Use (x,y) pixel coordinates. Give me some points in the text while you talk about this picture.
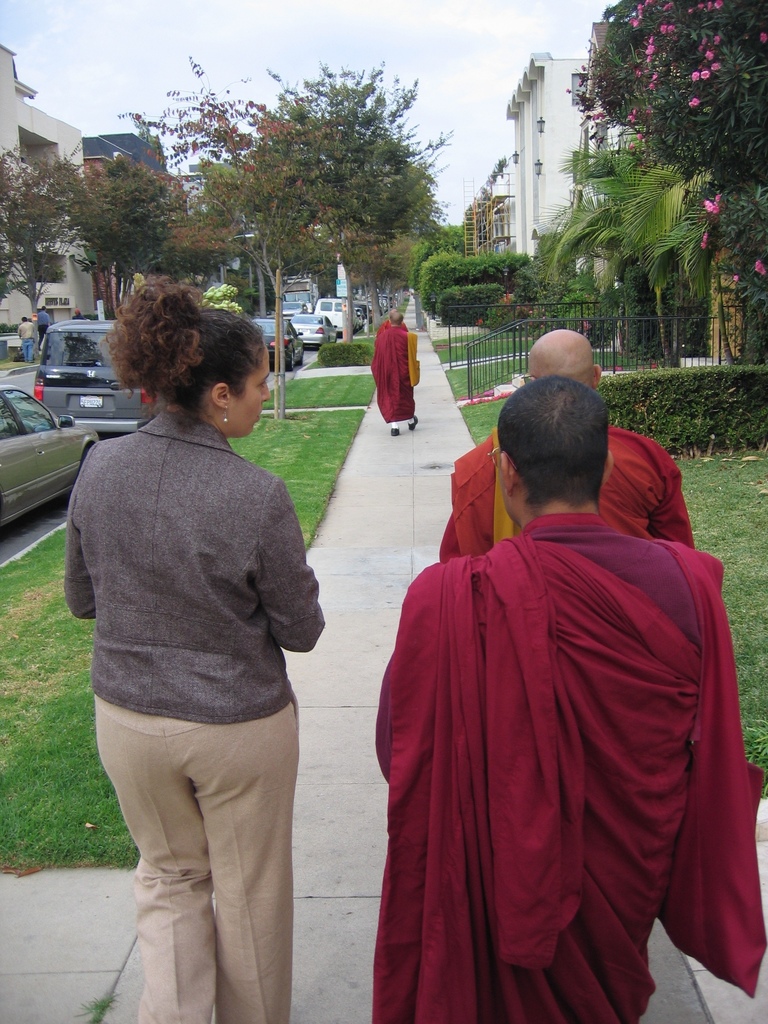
In this picture there are priests (457,503) on the right side of the image (659,542) and there is a lady (203,587) on the left side of the image (154,339), there are buildings (102,138) and trees (232,242) at the top side of the image (383,195) and there are cars (50,336) on the left side of the image (93,385).
